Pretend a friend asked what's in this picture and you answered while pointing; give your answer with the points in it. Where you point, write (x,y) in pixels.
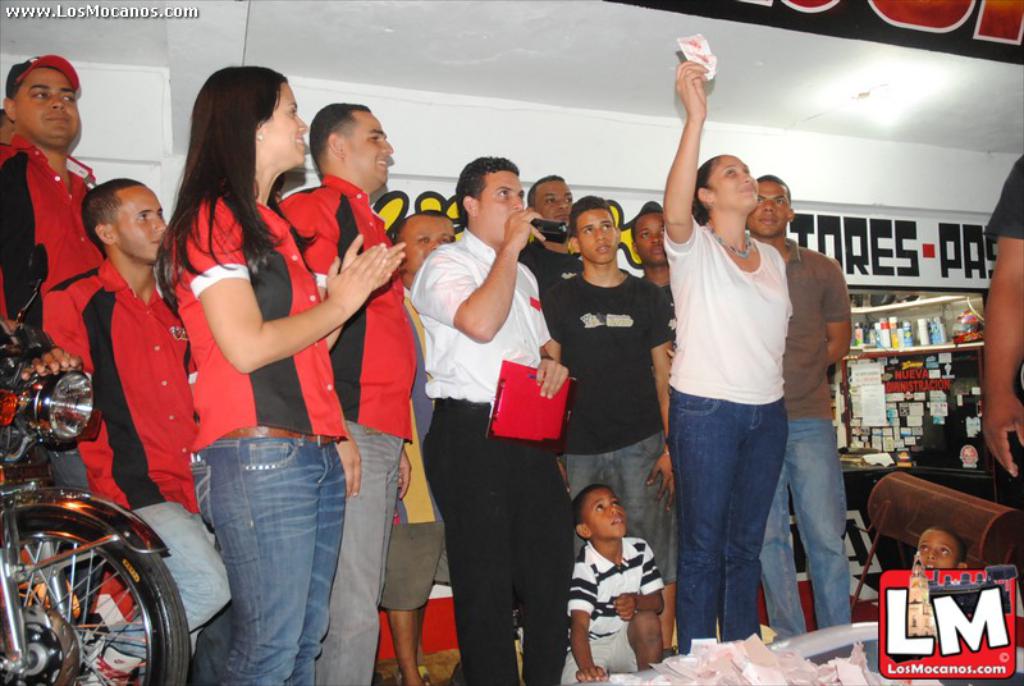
There is a man (519,315) holding a mic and a pad (523,416), a woman (711,262) holding an object (702,55), people (231,421) standing, a bike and other objects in the foreground area of the image (519,435), it seems like books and a poster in the background (884,382). There is text (896,627) in the top left side (105,15) and bottom right side (970,626).
